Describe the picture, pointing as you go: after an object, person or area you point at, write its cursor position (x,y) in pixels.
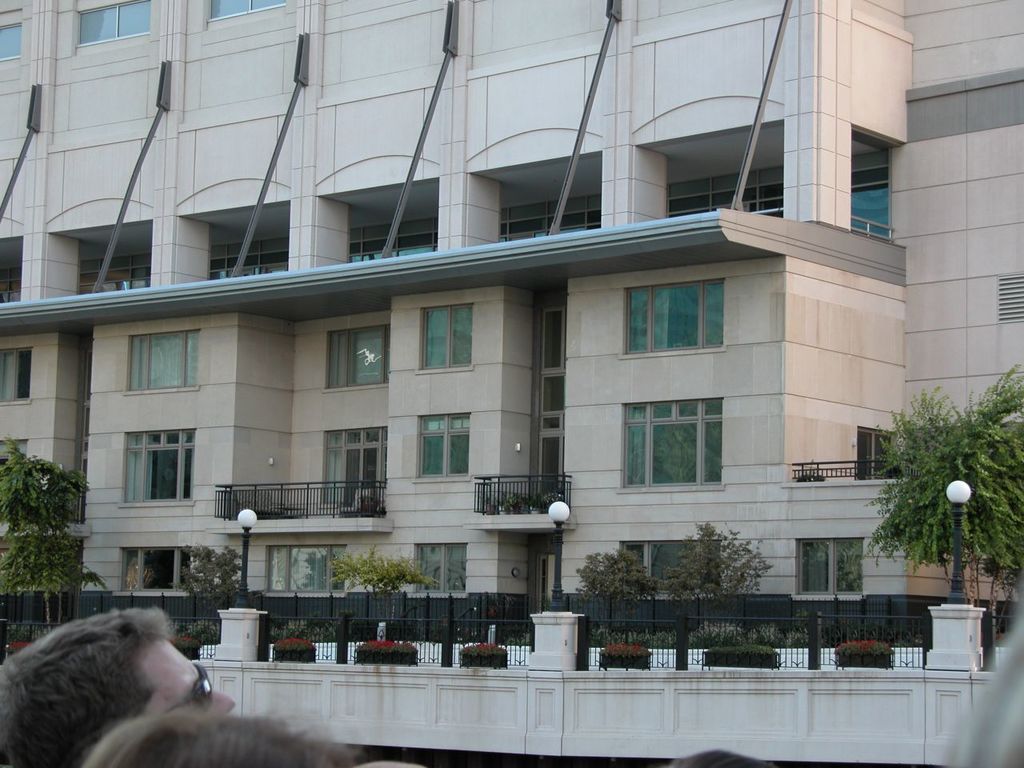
In this image there are people (228,746) standing, in the background (68,27) there is a big building (597,2) to that building (153,408) there are windows (676,553), in front of the building (396,545) there are trees (911,485) light poles (244,579) and a grill (39,601).
